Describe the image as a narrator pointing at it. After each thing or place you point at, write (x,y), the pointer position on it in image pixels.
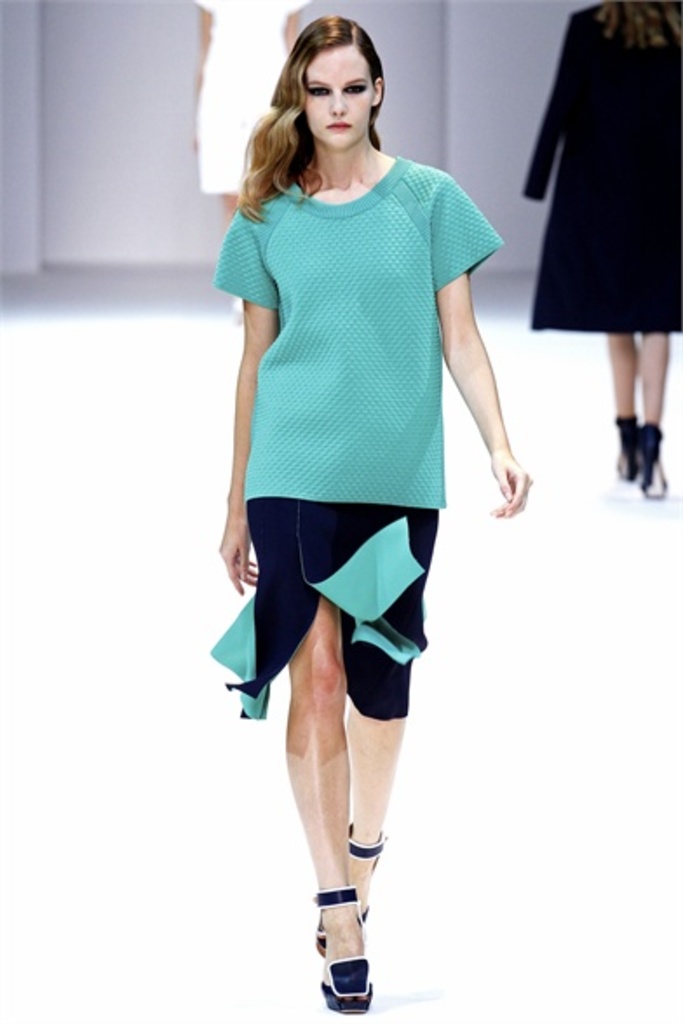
In this image we can see two women (384,568) walking on the floor (405,814). On the backside (240,15) we can see a woman (238,52) standing.
